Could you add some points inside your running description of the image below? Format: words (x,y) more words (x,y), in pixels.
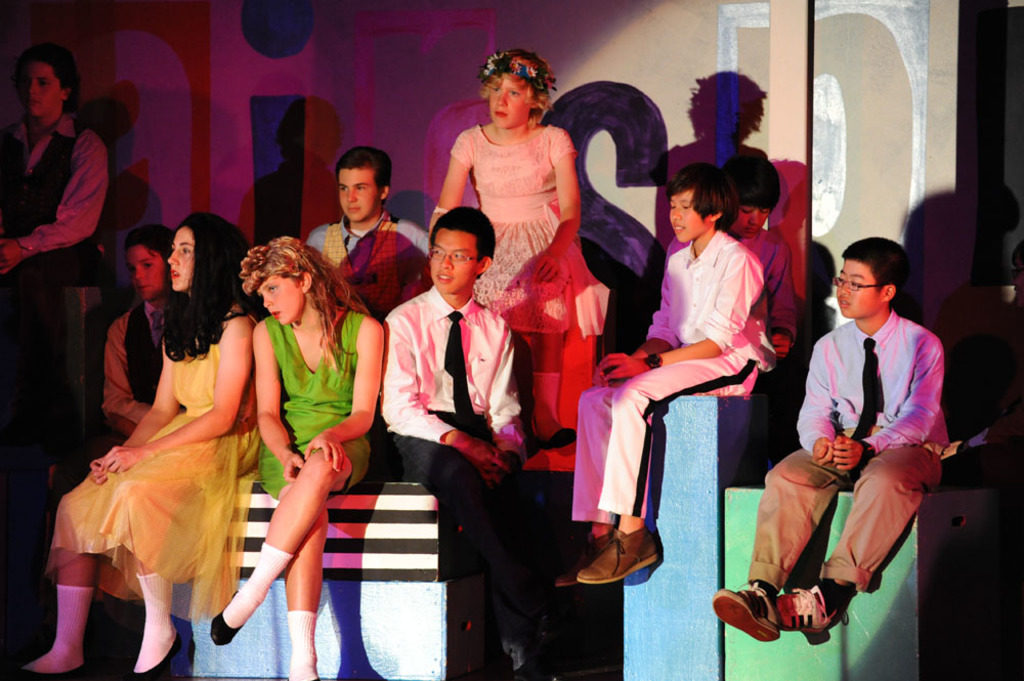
In this image, we can see a few people (823,345) sitting on some objects (699,431). In the background (454,23), we can see the wall (612,27) with some text (454,23).
